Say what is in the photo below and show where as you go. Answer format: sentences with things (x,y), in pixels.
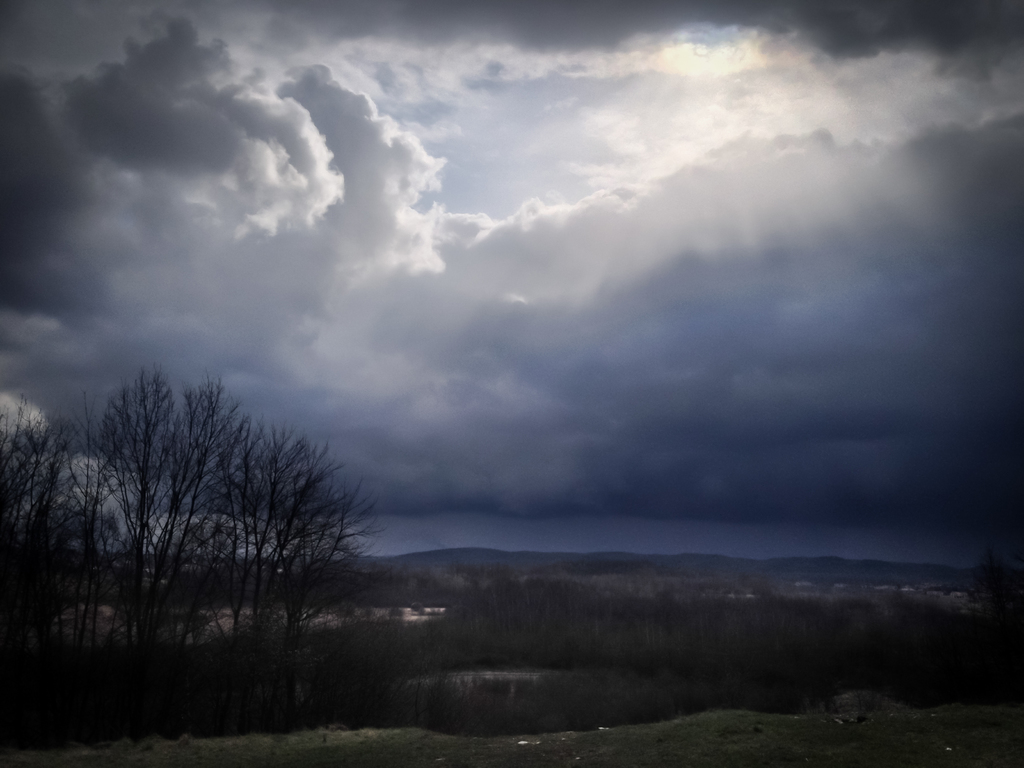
In the picture we can see ground (902,714), plants (479,657), and trees (672,710). In the background (621,388) there is sky (696,253) with clouds (554,231).
